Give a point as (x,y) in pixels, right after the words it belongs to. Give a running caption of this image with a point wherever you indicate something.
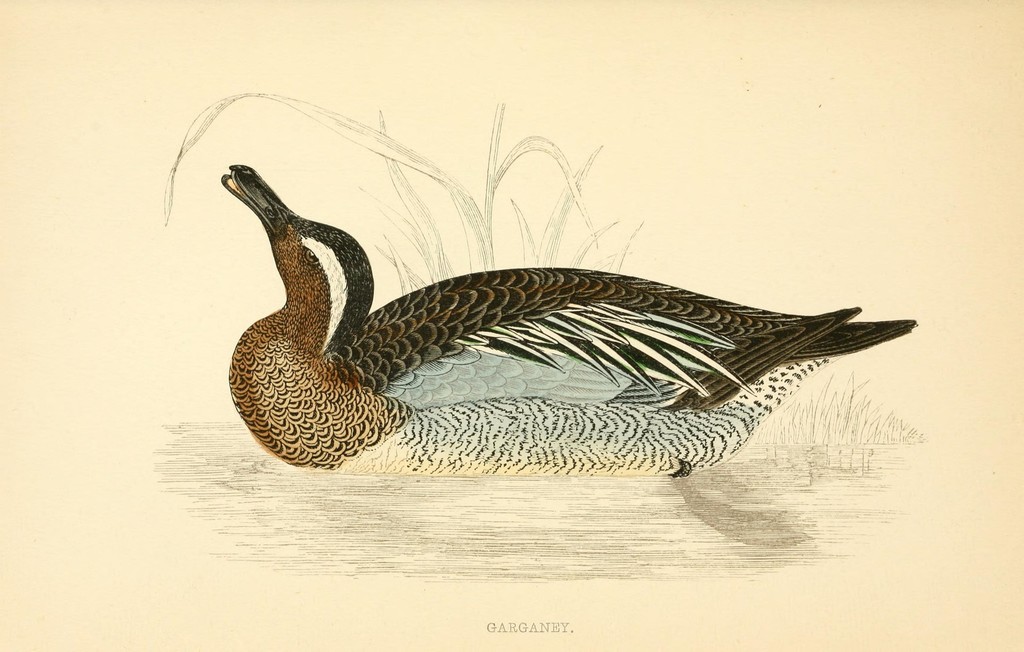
In the picture we can see drawing (780,422) of a bird (669,449) and grass (397,158).
